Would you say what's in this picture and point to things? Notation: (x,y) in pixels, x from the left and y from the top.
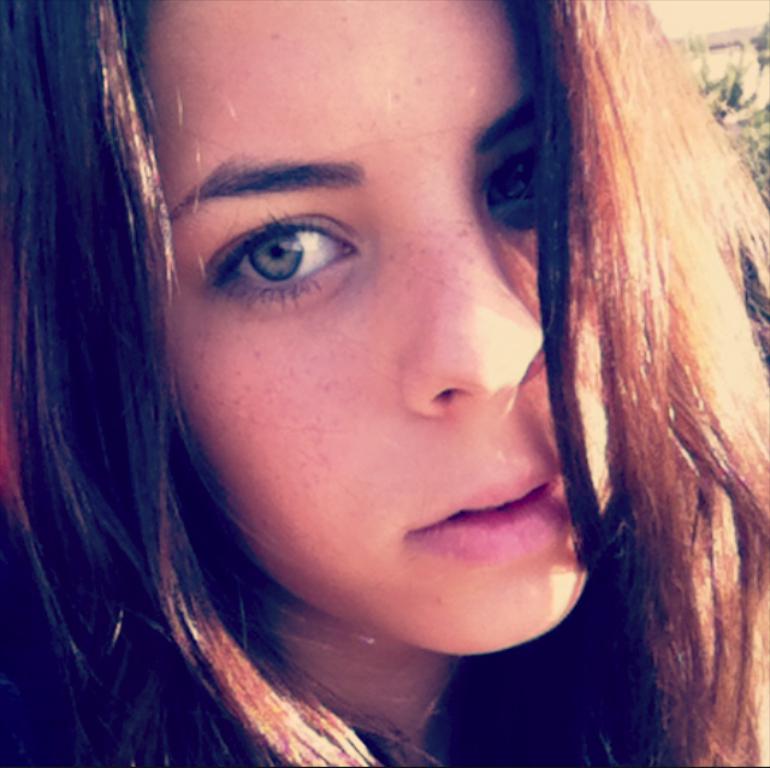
This picture contains the face (414,280) of a girl (456,569) and behind her, we see trees (727,79). It is a sunny day.
